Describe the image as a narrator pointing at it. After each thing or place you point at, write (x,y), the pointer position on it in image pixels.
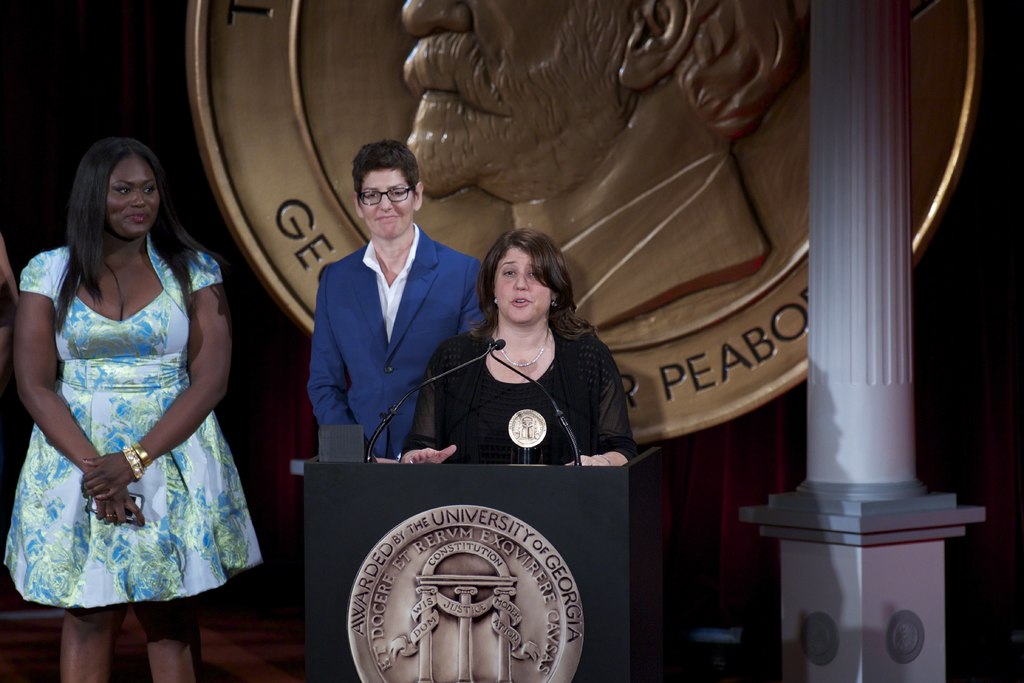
In this picture we can see three people (385,349), in front of them we can see a podium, mics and in the background (594,293) we can see a curtain (681,461), shield (662,405), pole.
